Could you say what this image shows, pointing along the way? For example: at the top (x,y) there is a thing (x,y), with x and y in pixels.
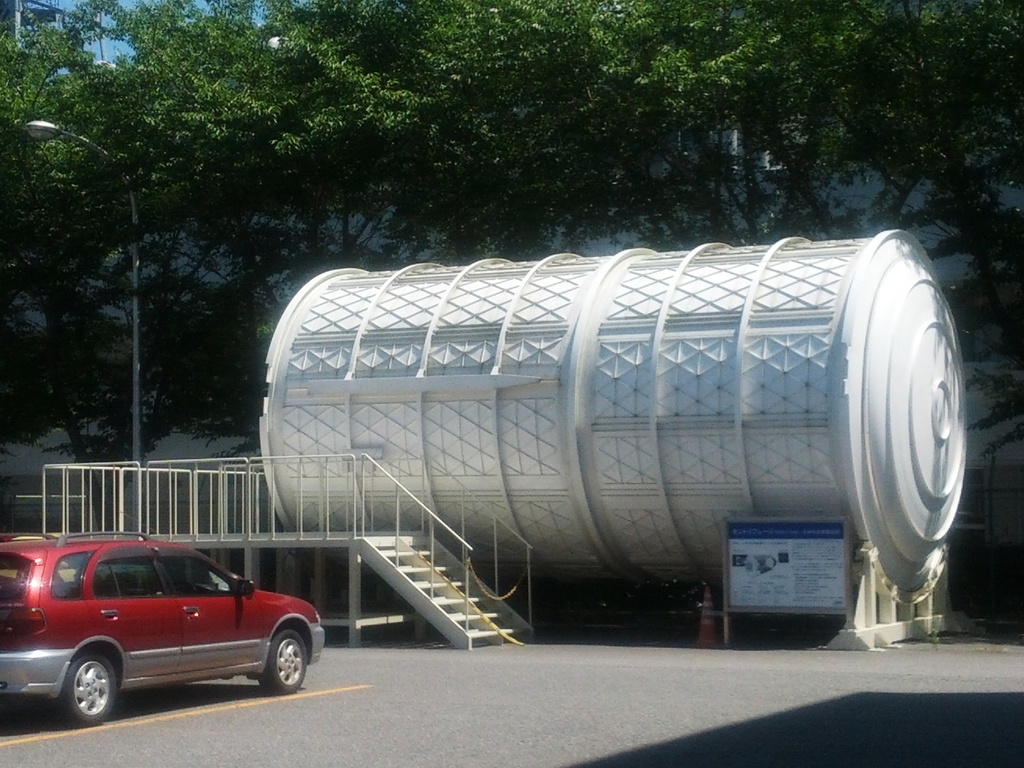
In this image I can see a vehicle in red color, background (676,543) I can see a tank (573,376) in white color, I can also see few stairs (395,587), a light pole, trees (415,83) in green color and the sky (130,39) is in blue color.
